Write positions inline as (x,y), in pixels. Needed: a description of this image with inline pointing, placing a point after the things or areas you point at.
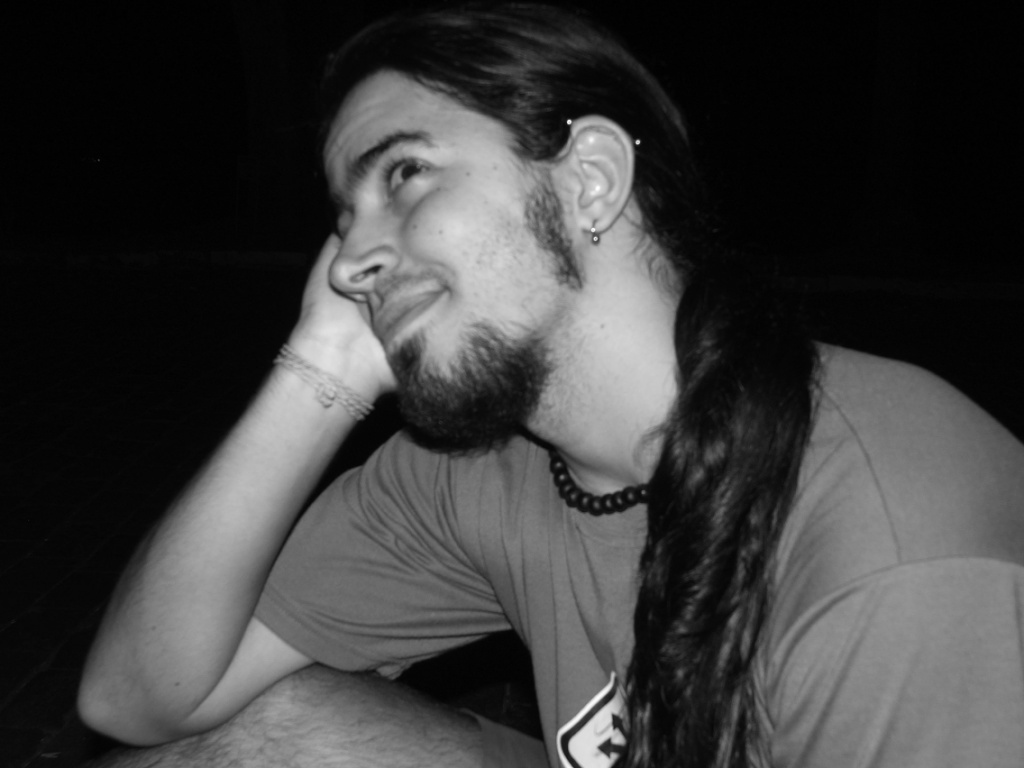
In this image there is a man (572,459) sitting, he is wearing a T-shirt (813,625), the background of the image (759,83) is dark.
